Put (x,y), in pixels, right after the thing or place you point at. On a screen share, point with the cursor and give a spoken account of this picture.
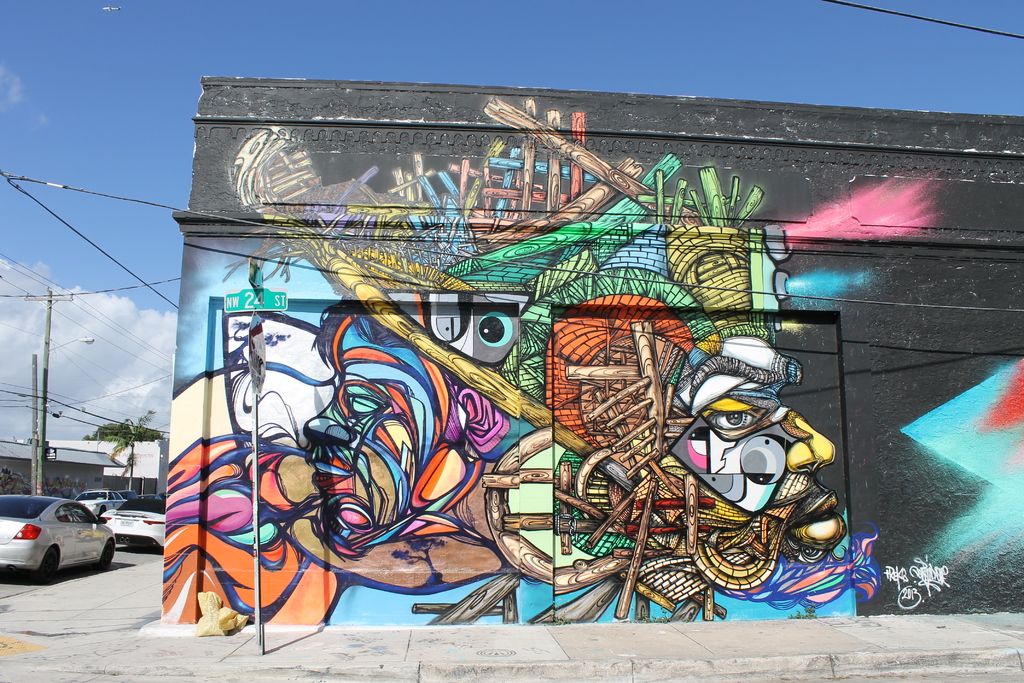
In this image we can see there is a graffiti painting (434,444) on the wall (241,287), in front of that there is a sign board (261,347). On the left side of the image (126,527) there are a few vehicles (126,527) parked on the road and there are some utility poles (42,475), buildings (169,455), trees (123,426) and in the background (119,117) there is the sky (119,117).
